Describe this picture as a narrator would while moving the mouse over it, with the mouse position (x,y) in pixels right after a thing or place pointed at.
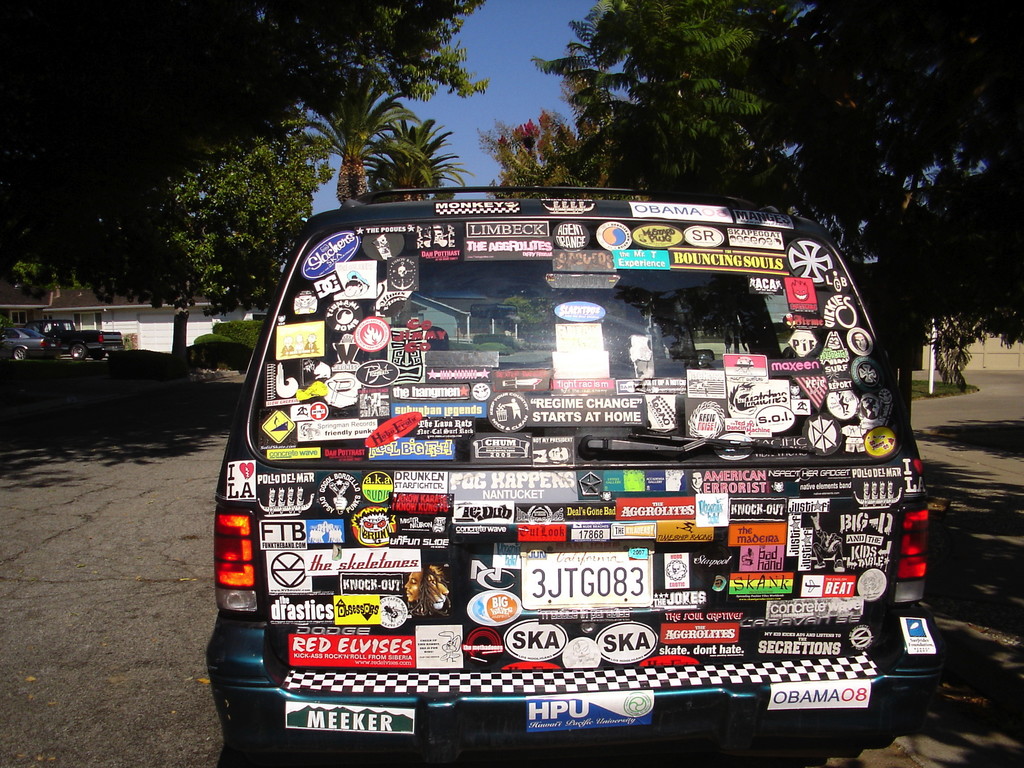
These are the stickers (343,594), which are attached to the car (296,633). I can see the trees (417,130) with branches (812,113) and leaves (875,126). These are the bushes (158,353). At the left side of the image (91,345), I can see two cars (52,337) and houses (112,320).
